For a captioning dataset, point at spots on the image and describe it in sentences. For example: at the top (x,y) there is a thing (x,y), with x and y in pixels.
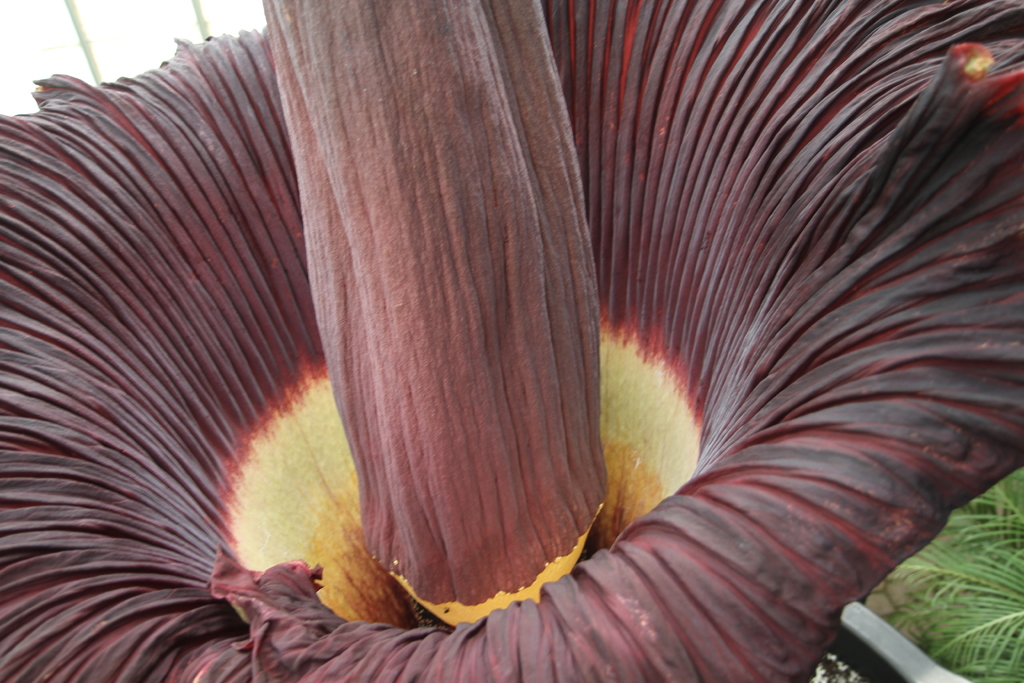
In this image there is a maroon color flower (739,297), and in the background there is a plant (1023,534).
